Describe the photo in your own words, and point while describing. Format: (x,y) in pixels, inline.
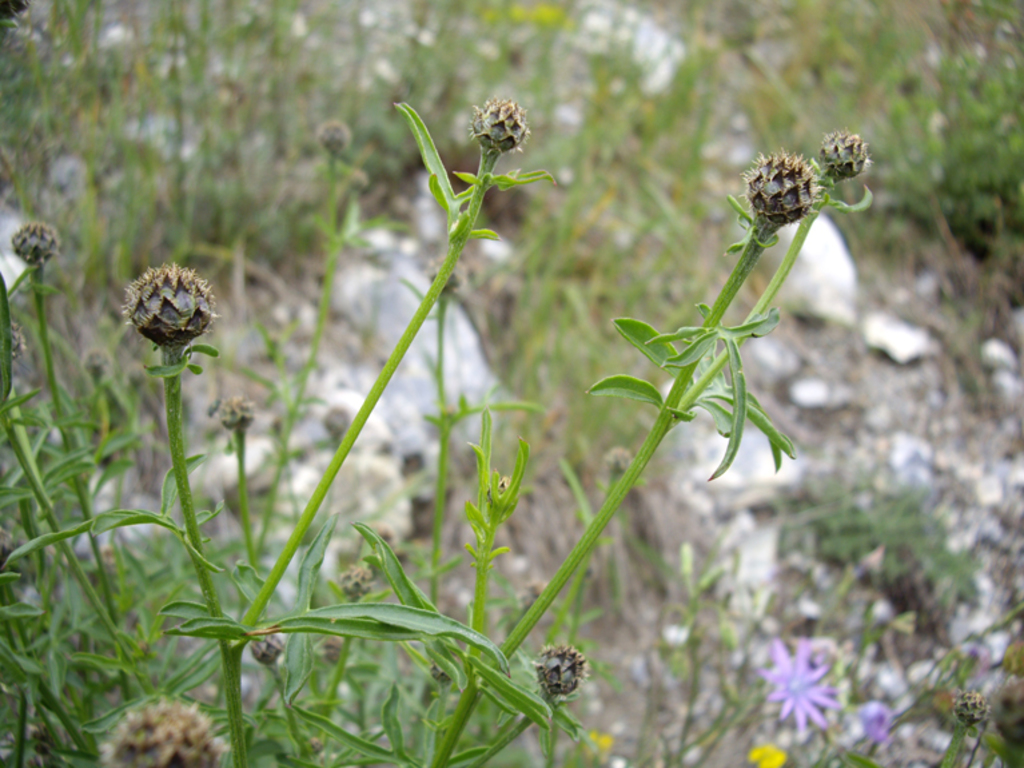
In the image there are some plants (292,546) and behind the plants (727,360) the picture is blur.
